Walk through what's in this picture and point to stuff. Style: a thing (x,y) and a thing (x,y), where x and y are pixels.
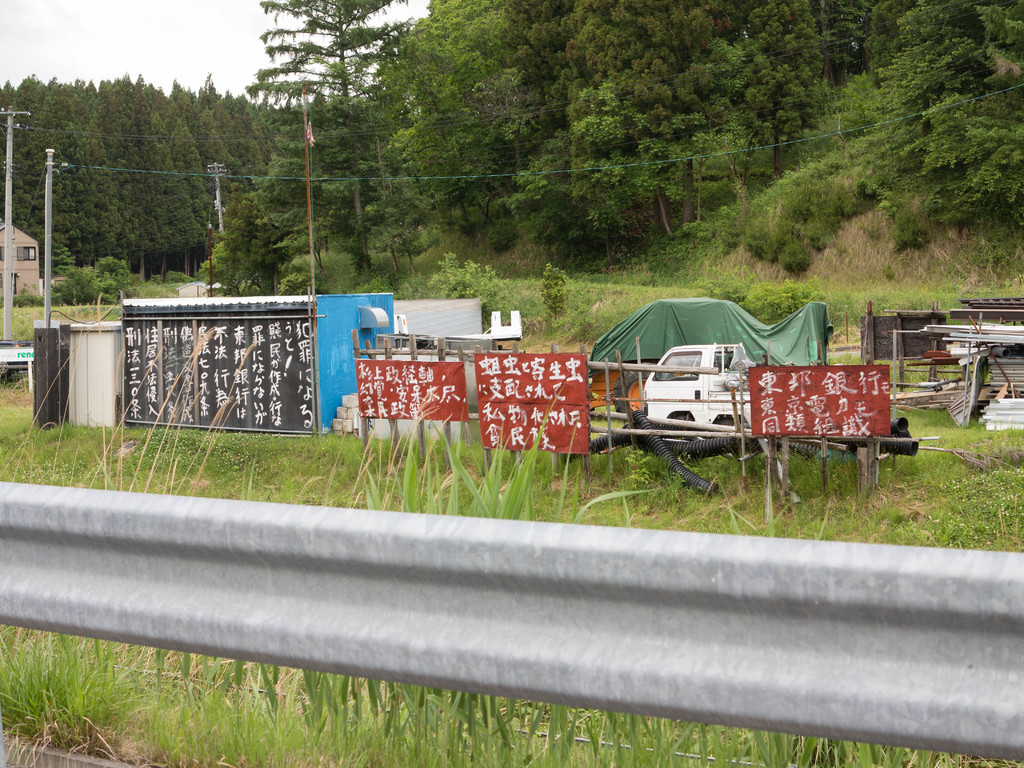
In the picture I can see a fence (574,601) and there is a greenery grass (616,494) beside it and there are few objects (511,373) which has something written on it and there are few other objects (1008,331) and trees (702,85) in the background (277,204).
